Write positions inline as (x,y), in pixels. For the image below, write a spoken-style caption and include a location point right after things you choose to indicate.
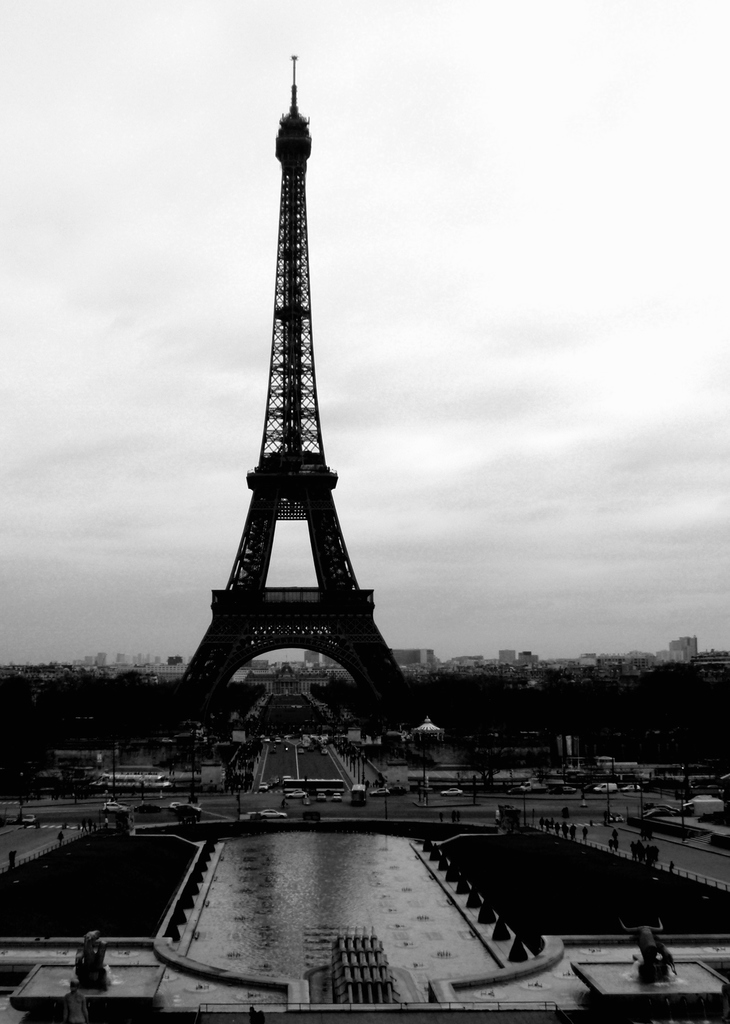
In this image, we can see the Eiffel tower (264,618), roads (330,764), vehicles (658,810), trees (669,704), buildings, water (323,898). Background (56,603) there is a sky (480,524).
